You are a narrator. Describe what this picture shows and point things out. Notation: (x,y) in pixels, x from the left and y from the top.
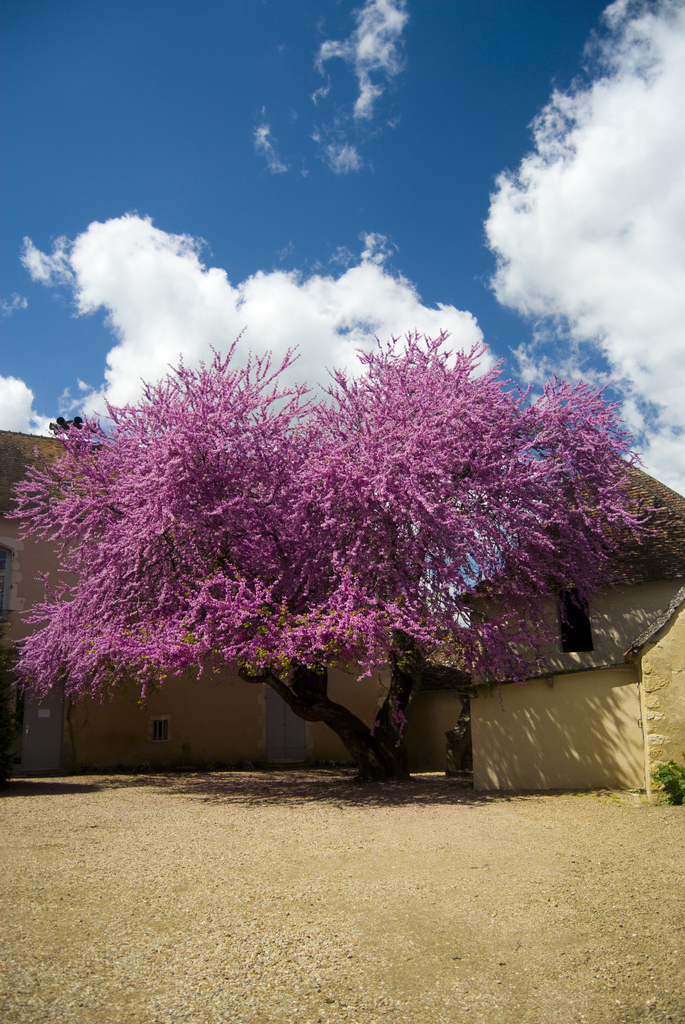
In this image there is soil ground (284,946) in the bottom of this image (310,903) and there is a tree (328,567) in middle of this image (297,611) and there is a building (223,744) in the background (518,716). There is a cloudy sky (308,124) on the top of this image (284,276).
